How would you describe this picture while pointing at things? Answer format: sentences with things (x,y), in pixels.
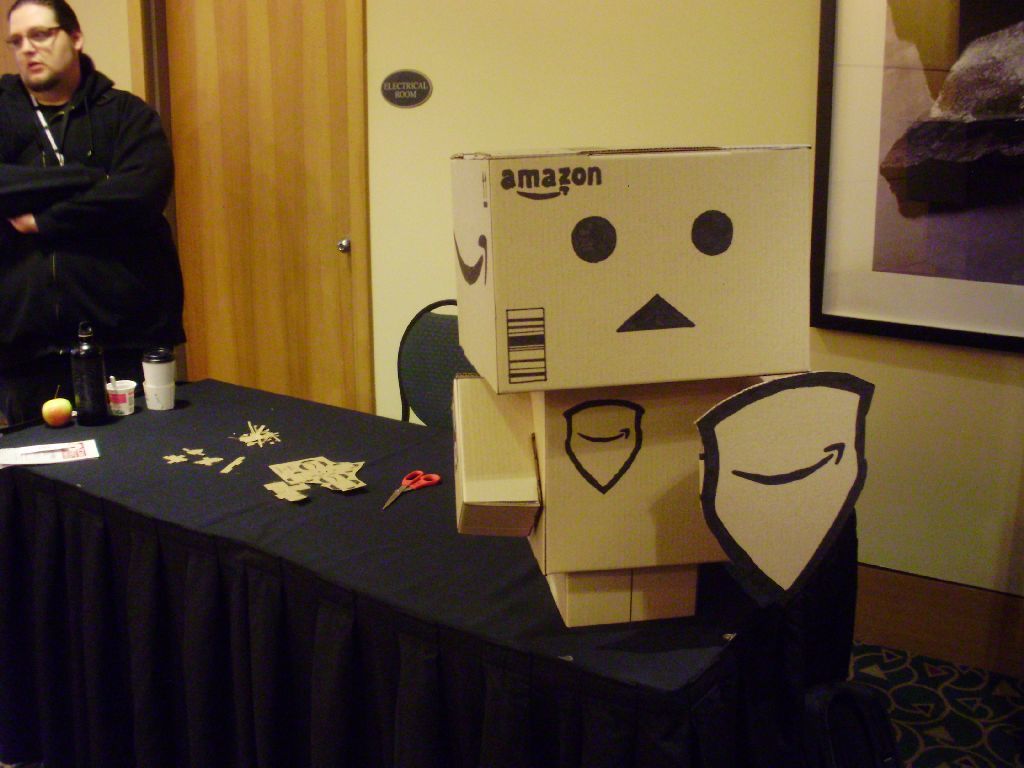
In this image i can see a person (79,185) standing on the left corner (32,186) and his wearing a spectacles (45,41) and back side of him there is a door (252,132) and in front of him there is a table (177,516) on the table (143,481) there are boxes (507,380) kept on that table (438,533). And there is bottle (97,398) and there is a fruit (50,418) kept on that table (46,434) And back side of the table (54,480) there is a wall (744,125), on the wall (762,142) there is a photo frame (835,103) attached to the wall (867,358).
